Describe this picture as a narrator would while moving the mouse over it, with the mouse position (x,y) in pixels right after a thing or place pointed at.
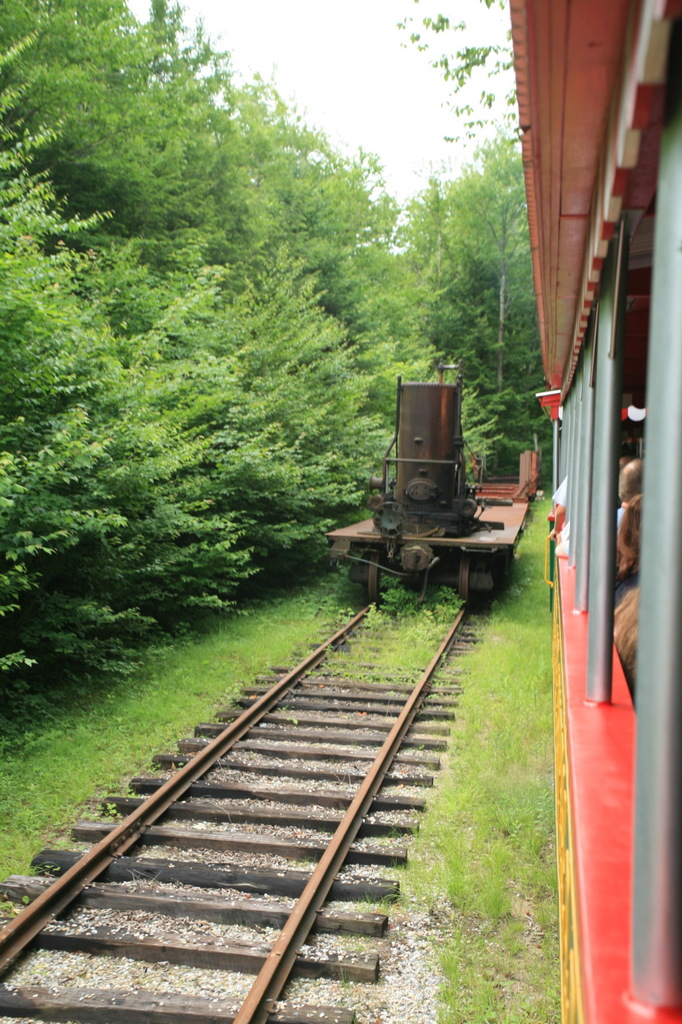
In this image, we can see vehicle (386,494) on the track (322,730). There is a part of the train (613,417) on the right side of the image (602,419). There are some trees (210,436) on the left side of the image (112,570). There is a sky (354,135) at the top of the image (341,116).
